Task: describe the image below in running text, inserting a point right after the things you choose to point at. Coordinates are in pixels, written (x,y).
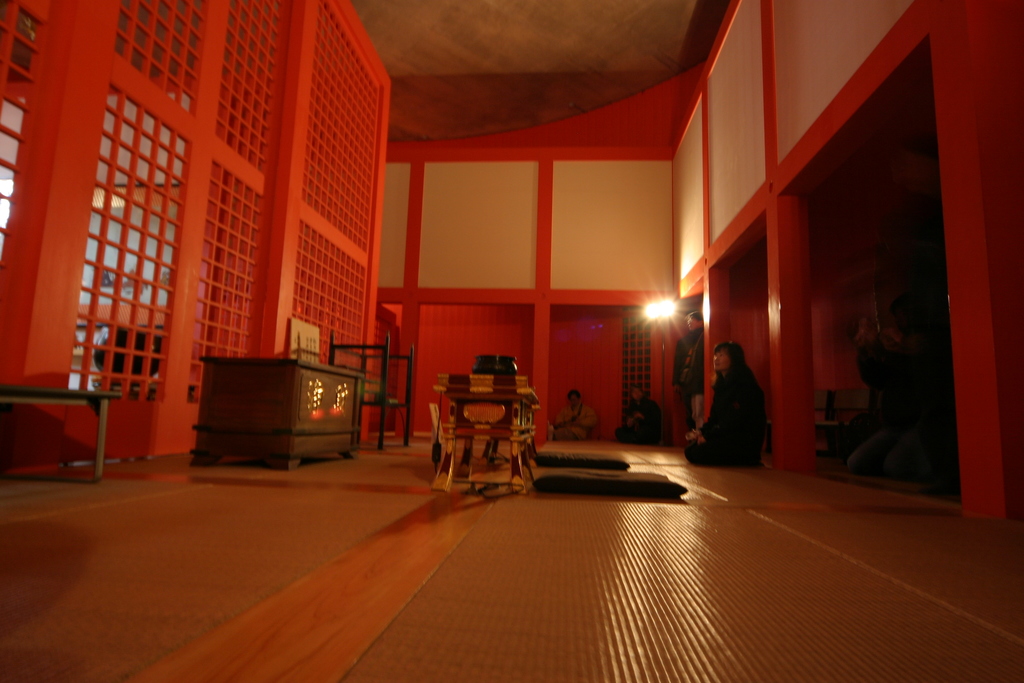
In the picture we can see a hall (88,563) with orange color interior (606,415) and on the floor (211,508) we can see a table (351,379) and some tables (343,440) beside it and opposite to it we can see some persons (643,441) are sitting on the floor (654,447) and a light (645,309) to the wall (652,327) top of them.
